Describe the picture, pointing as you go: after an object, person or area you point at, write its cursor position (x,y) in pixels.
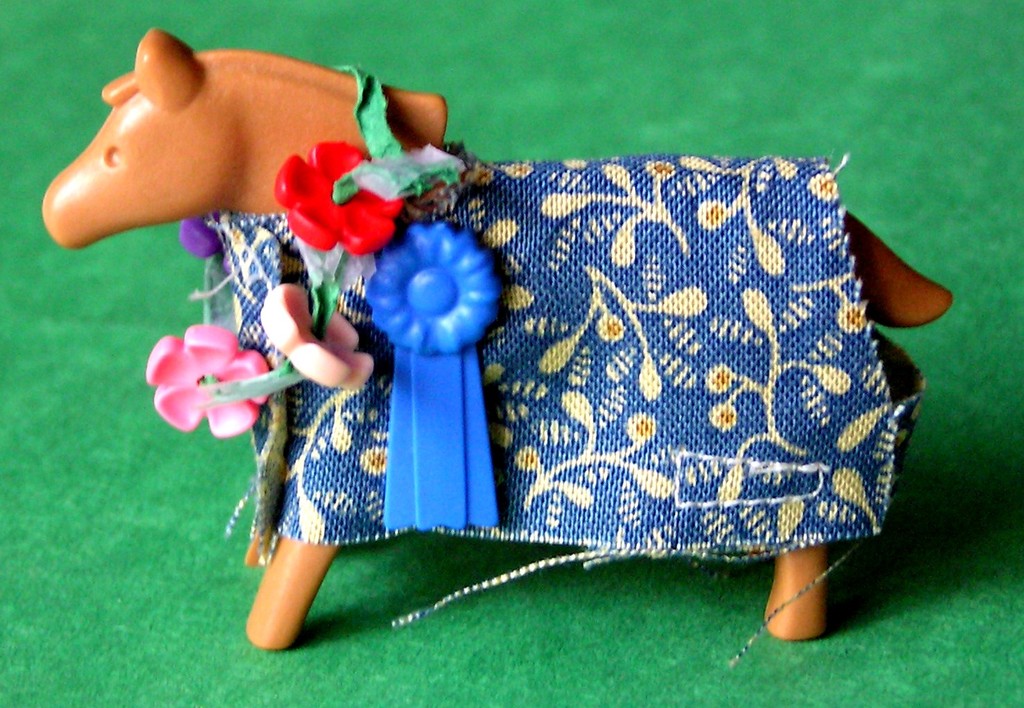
This is a toy horse (206,124), which is decorated with a cloth (518,381) and few other things (318,300). I think this is a carpet (136,600), which is green in color.
